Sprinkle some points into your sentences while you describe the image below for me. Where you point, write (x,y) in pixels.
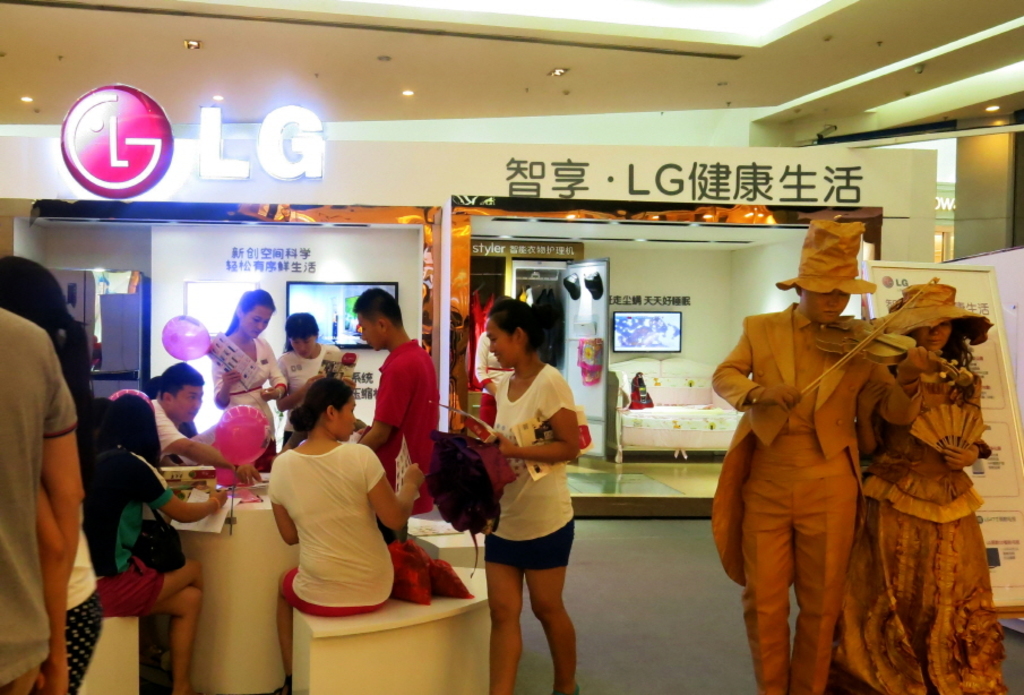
An indoor picture. This persons (293,605) are sitting on table (419,633). This persons (416,368) are standing. This is a statue (918,384) with violin (897,357). Television (661,328) on wall (690,291). This woman (241,313) is holding a paper (236,355) and balloon (181,330). On this table (249,530) there are paper (254,491) and balloon (242,452). A logo (225,165) of an LG.
